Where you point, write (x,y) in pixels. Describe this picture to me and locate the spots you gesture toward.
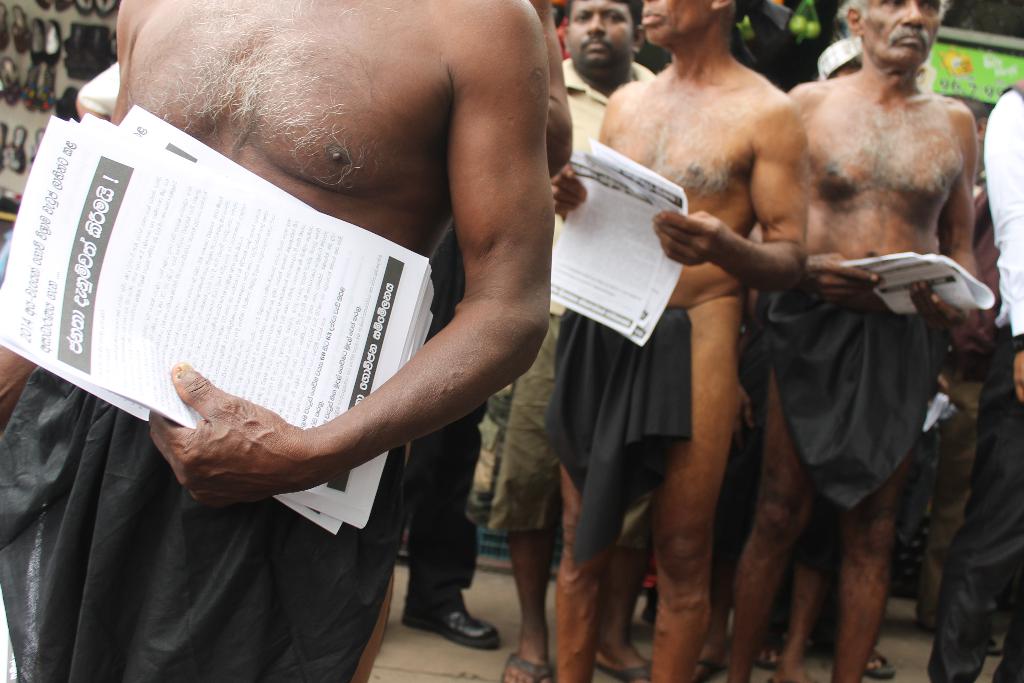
In this image I can see men (661,218) standing, holding papers (222,342). There are footwear (39,87) on the left (39,103).
